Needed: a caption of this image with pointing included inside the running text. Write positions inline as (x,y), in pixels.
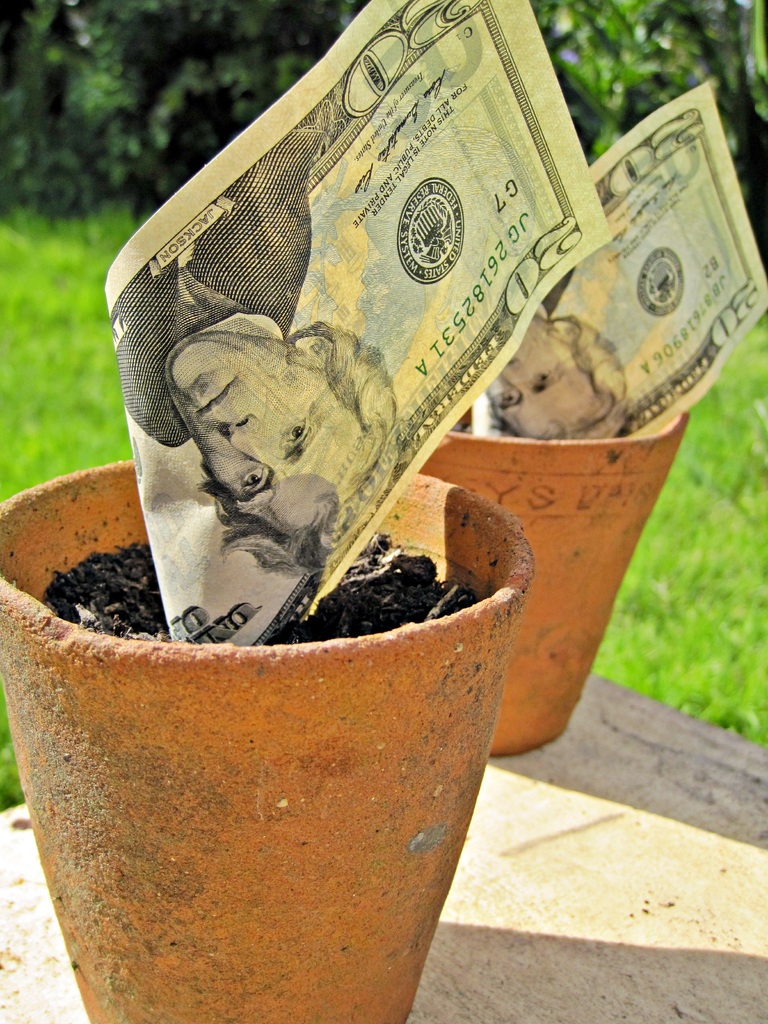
In this image, we can see currency notes (688,206) on flower pots (541,611). In the background (38,232), image is blurred.
